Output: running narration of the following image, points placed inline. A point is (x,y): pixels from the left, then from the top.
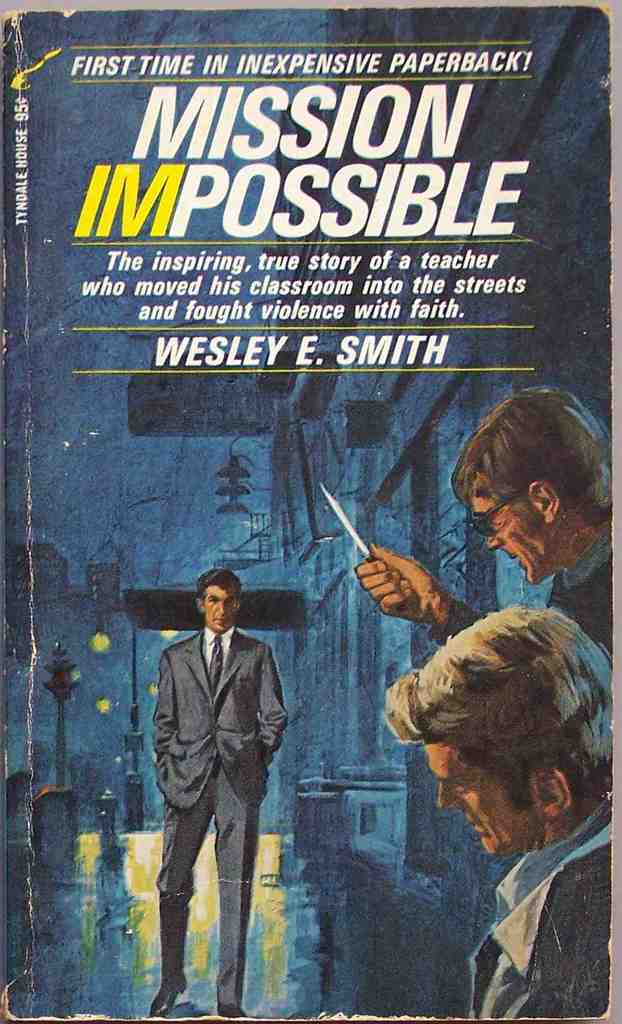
In this picture we can see book (206,361), on this book (331,787) we can see people (278,675) and some text (240,347).
